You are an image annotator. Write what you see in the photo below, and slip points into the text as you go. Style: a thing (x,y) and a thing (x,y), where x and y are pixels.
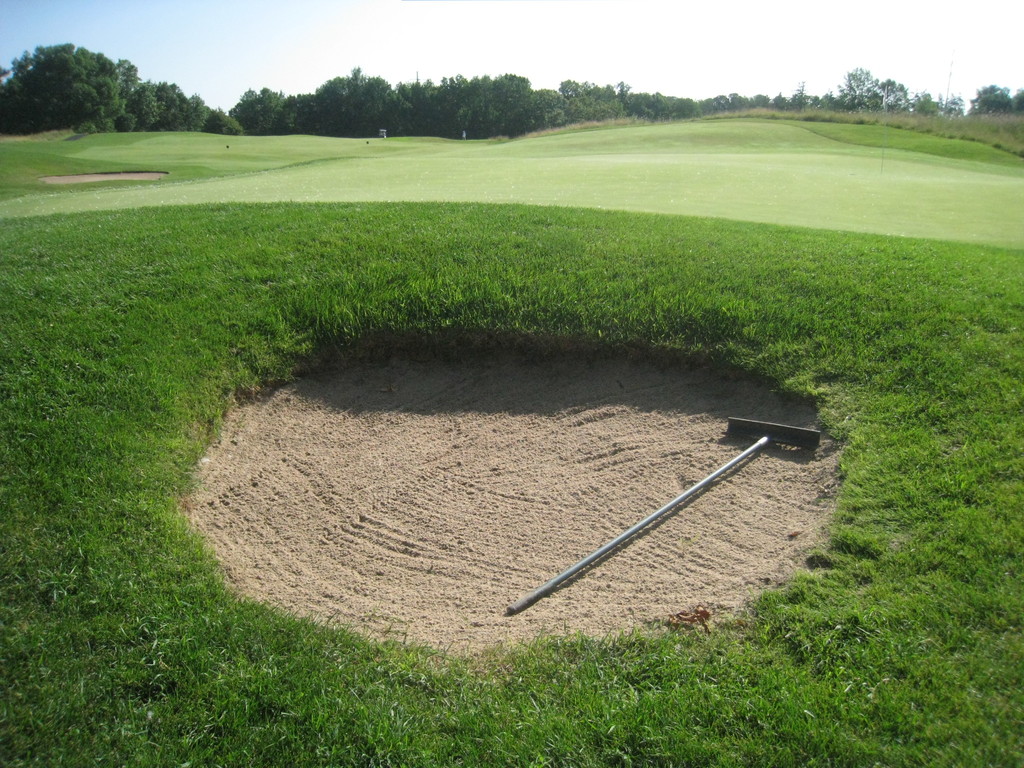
In this image there is a metal rod (652,515) in the sand (702,554), few trees (645,115), poles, grass (847,136) and the sky (554,52).
